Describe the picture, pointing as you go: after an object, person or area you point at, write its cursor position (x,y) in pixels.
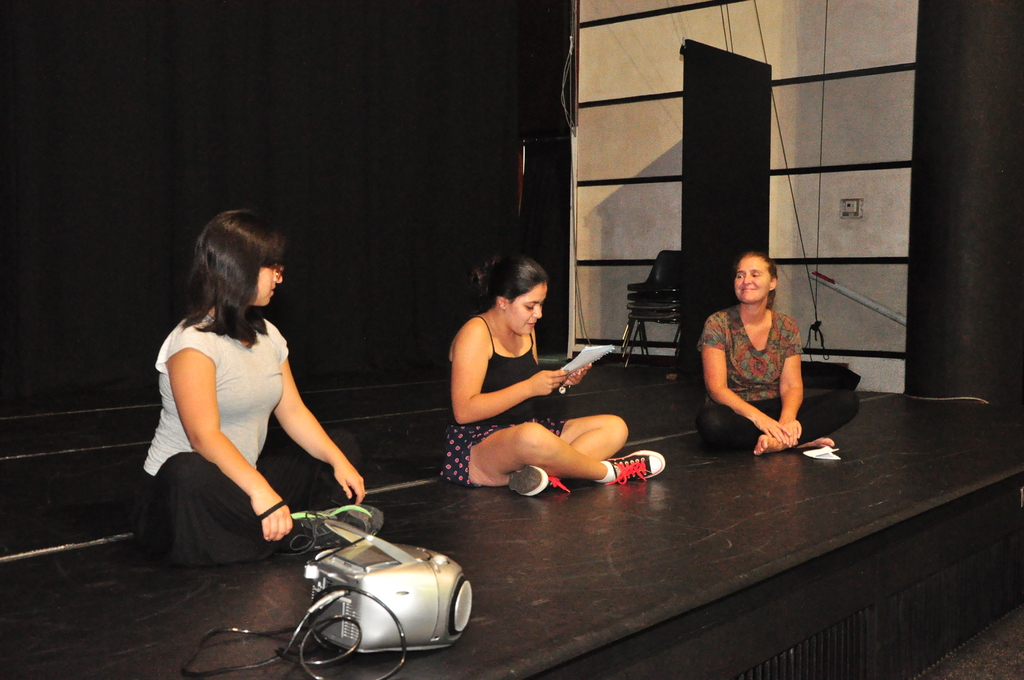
In this image we can see women (291,400) sitting on the dais (523,535). At the bottom of the image (356,538) we can see a boombox (384,627). In the background (786,149) there is a wall (786,170), switch board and curtains (325,182).
